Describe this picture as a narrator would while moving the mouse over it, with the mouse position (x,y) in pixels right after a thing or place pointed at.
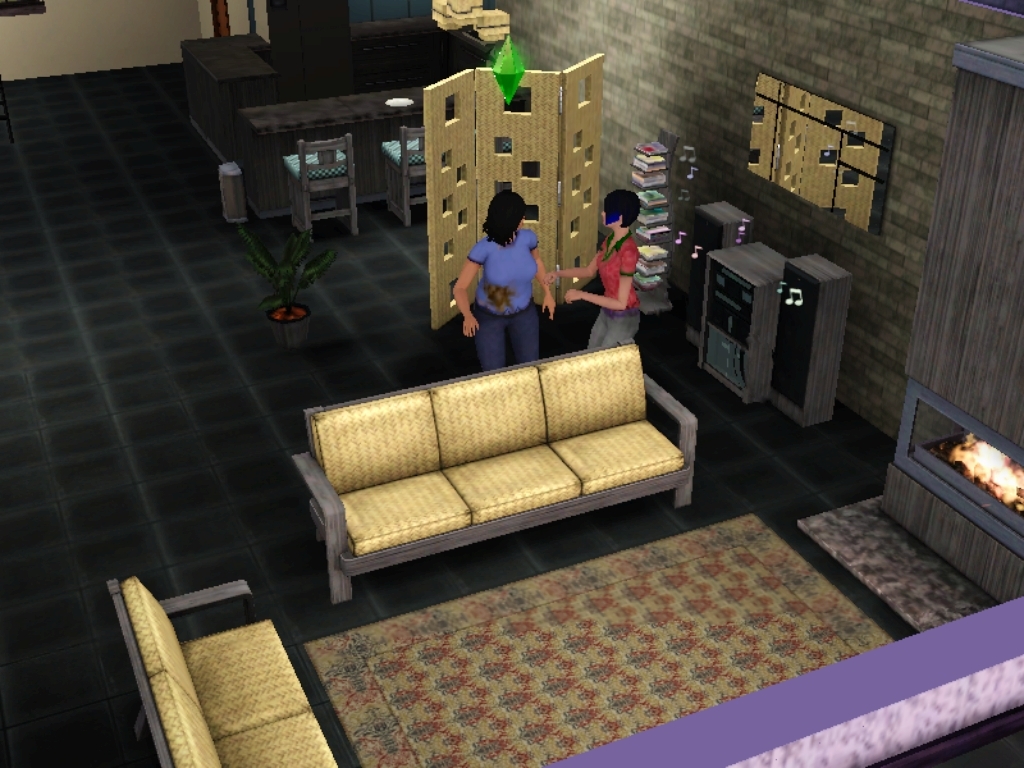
This is an animated picture. Here we can see two persons (501,324) are standing on the floor (153,386). These are the sofas (218,668). And here we can see a table (276,162), these are the chairs (290,160). On the background (671,112) there is a wall (647,127) and these are the books (657,217).
